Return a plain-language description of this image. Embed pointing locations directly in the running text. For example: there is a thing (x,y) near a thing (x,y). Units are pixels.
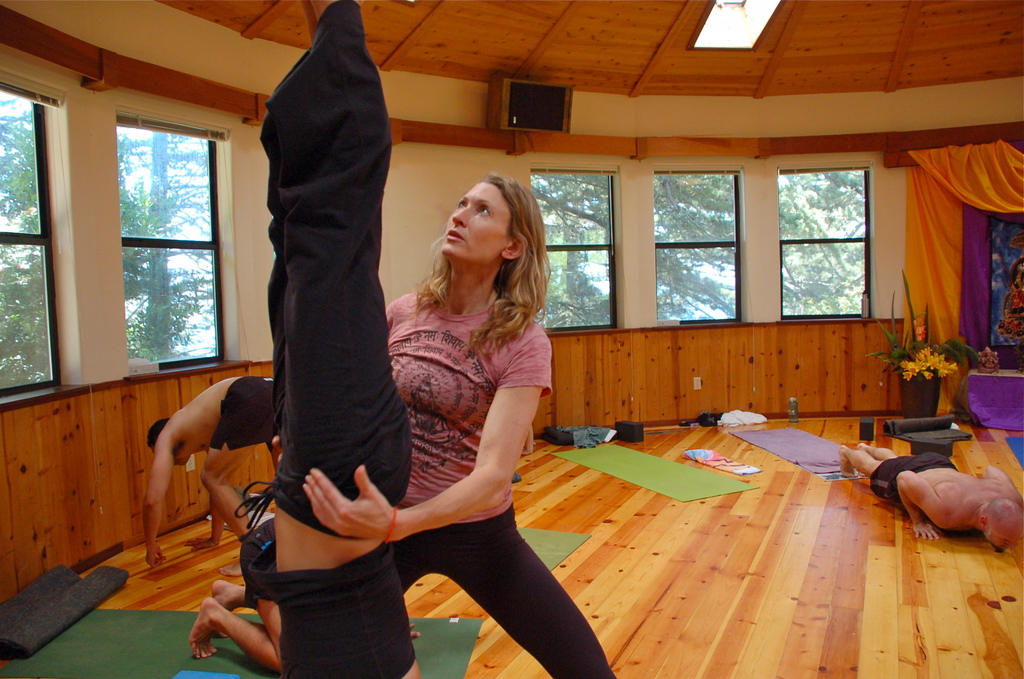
In this picture we can see few people (862,444) are doing yoga, one woman (480,504) is standing and watching, side we can see windows (180,235) to the wall (62,278).
